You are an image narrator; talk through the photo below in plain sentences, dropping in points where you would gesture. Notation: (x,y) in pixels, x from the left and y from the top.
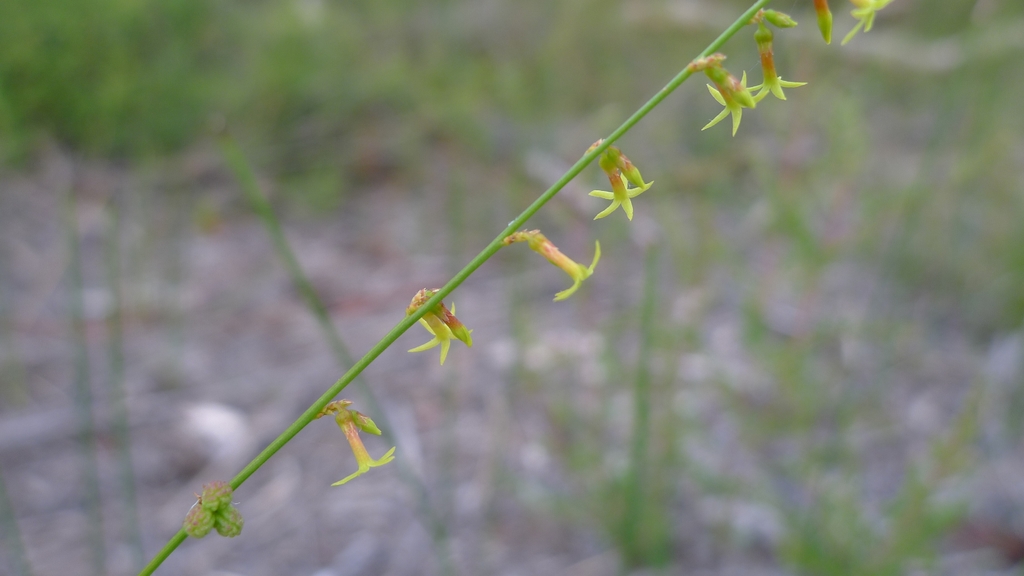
In the foreground of this image (358,465), there are few flowers (619,183) to the creeper (318,411) and the background (174,83) is blurred.
